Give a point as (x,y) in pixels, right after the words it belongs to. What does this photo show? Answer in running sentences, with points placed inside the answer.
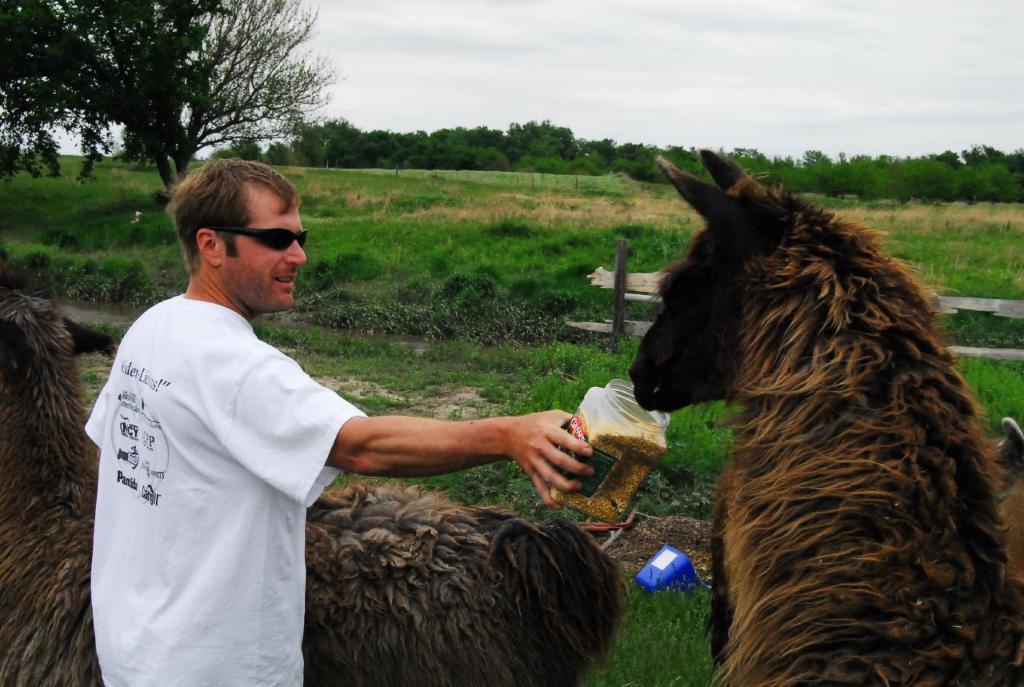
In this picture we can see a man (235,468) holding an object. On the left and right side of the man (222,433), there are animals (436,506). Behind the man (261,480), there are trees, fence (636,280) and grass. At the top of the image (577,90), there is the cloudy sky (562,91).
